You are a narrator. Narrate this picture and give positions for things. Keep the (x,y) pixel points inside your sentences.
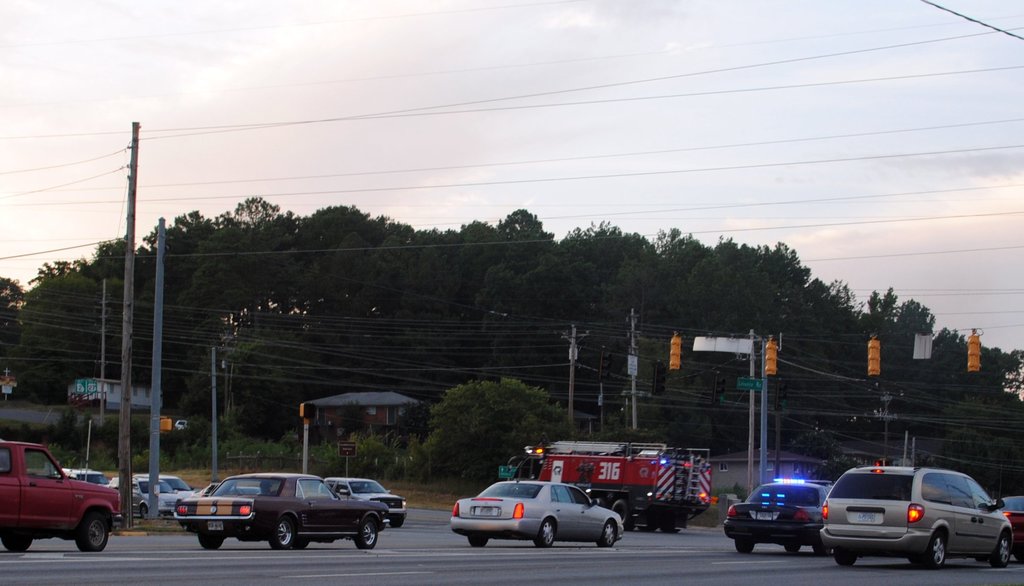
This image consists of a road (114,538). On which there are many cars (17,522). In the front (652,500), we can see a truck (640,488). In the background (299,350), there are many trees (598,322). In the middle (576,358), we can see many poles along with wires (671,394). At the top (549,44), there are clouds (962,62) in the sky (154,130).
